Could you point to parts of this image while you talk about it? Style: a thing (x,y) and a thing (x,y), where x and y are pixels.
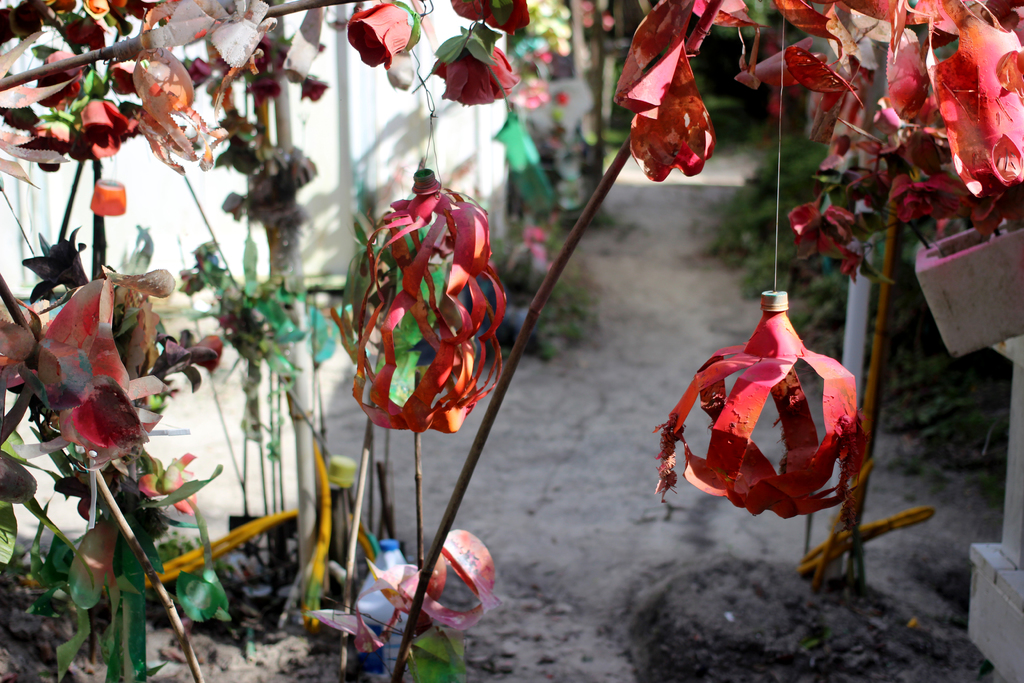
In this image, we can see some decors (352,283) on the blur background.
